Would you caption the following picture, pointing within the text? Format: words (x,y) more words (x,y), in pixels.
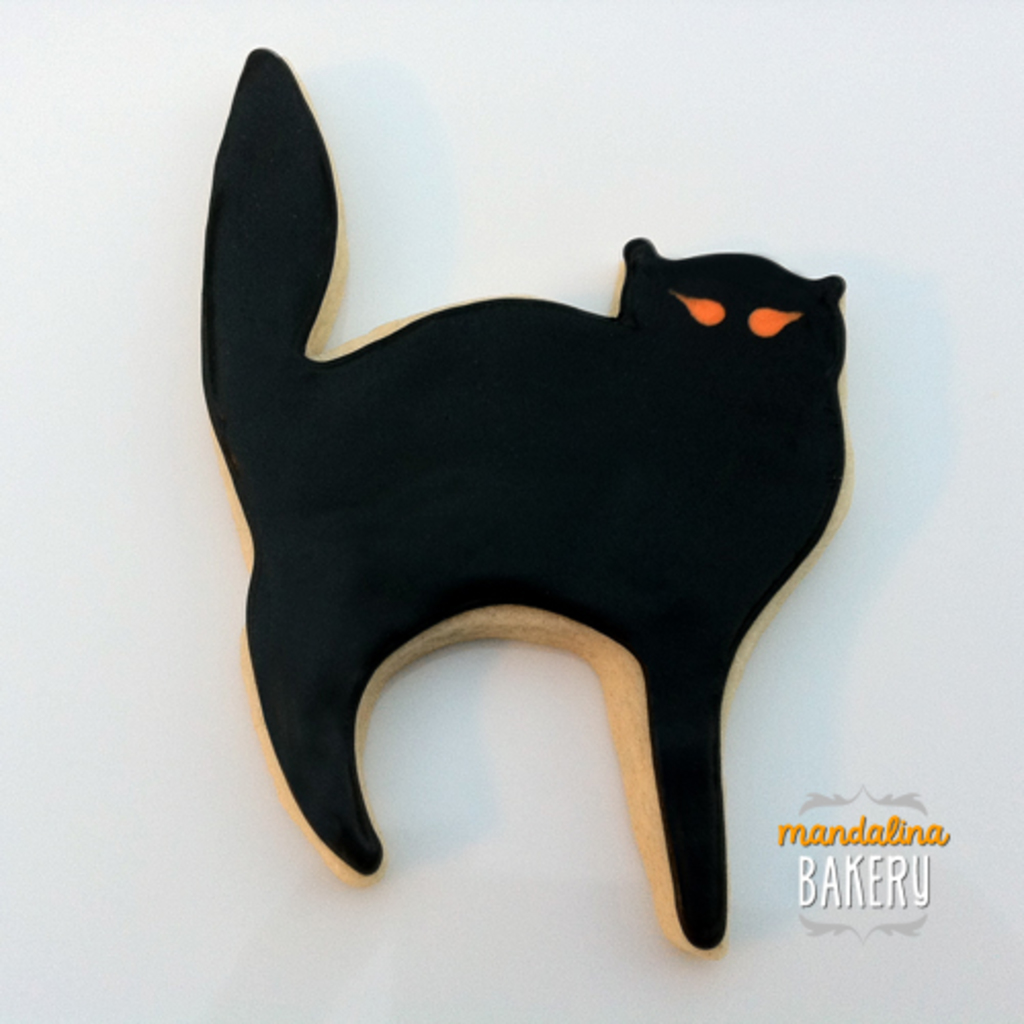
In the center of this picture (601,562) we can see a black color object (498,310) seems to be a cookie (704,279) in the shape of a cat (596,445). In the bottom right corner (860,844) we can see the text (849,834) on the image. The background of the image (906,493) is white in color.
